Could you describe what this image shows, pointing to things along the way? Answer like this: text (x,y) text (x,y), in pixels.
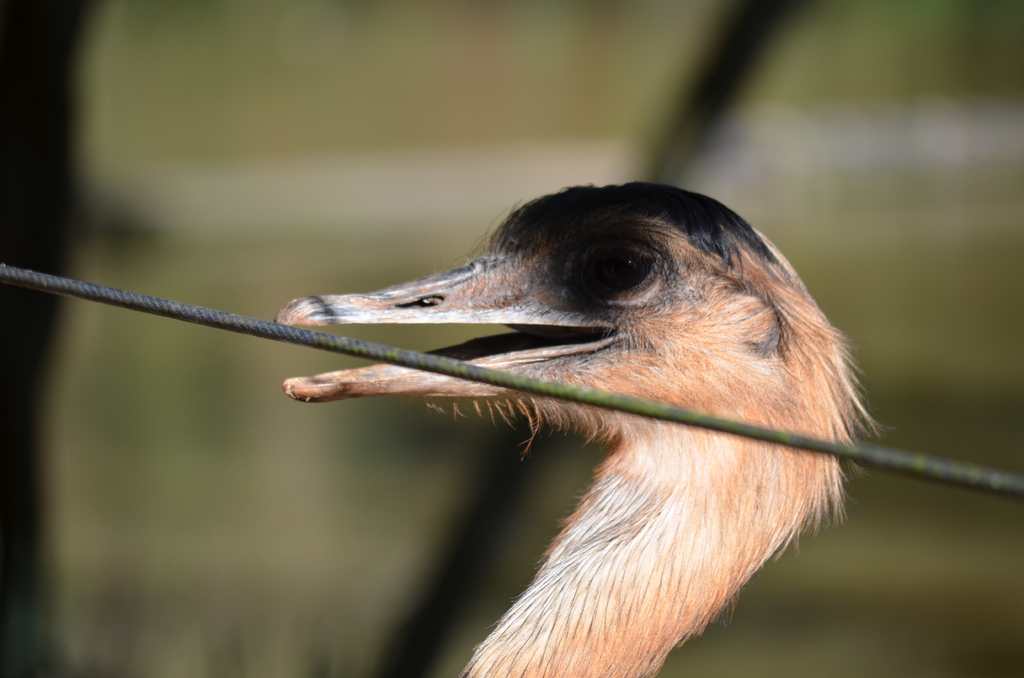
In the middle of this image (346,344), there is a thread (650,402). Behind this thread (916,458), there is a bird (591,245), having opened its mouth (390,387). And the background (157,4) is blurred.
